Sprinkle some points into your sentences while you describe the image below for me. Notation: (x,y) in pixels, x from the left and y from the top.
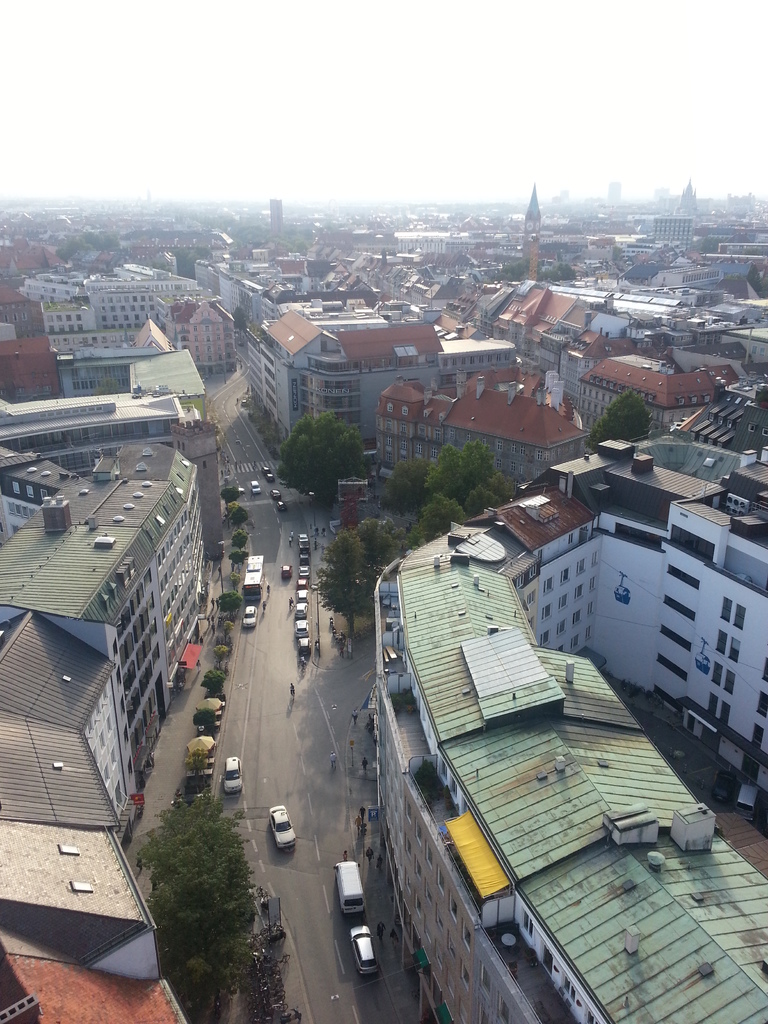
In this image I can see few buildings (555,598), windows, trees (463,489) and few vehicles (297,587) on the road (358,919). I can see few people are walking on the road (338,962). The sky (430,151) is in white color.
